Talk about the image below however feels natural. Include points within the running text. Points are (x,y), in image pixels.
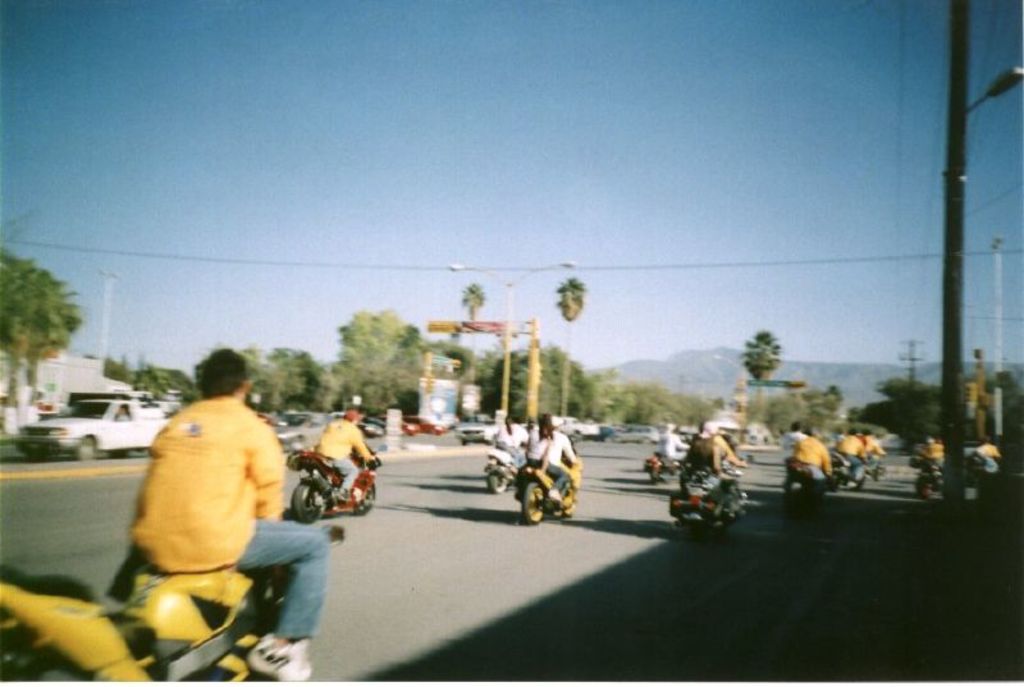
At the top (593,135) we can see a clear blue sky (593,135). These are hills (839,373) and trees (284,352). We can see persons (233,498) riding vehicles (533,483) on the road (515,545). This is a light (989,90) and a pole (960,88).
